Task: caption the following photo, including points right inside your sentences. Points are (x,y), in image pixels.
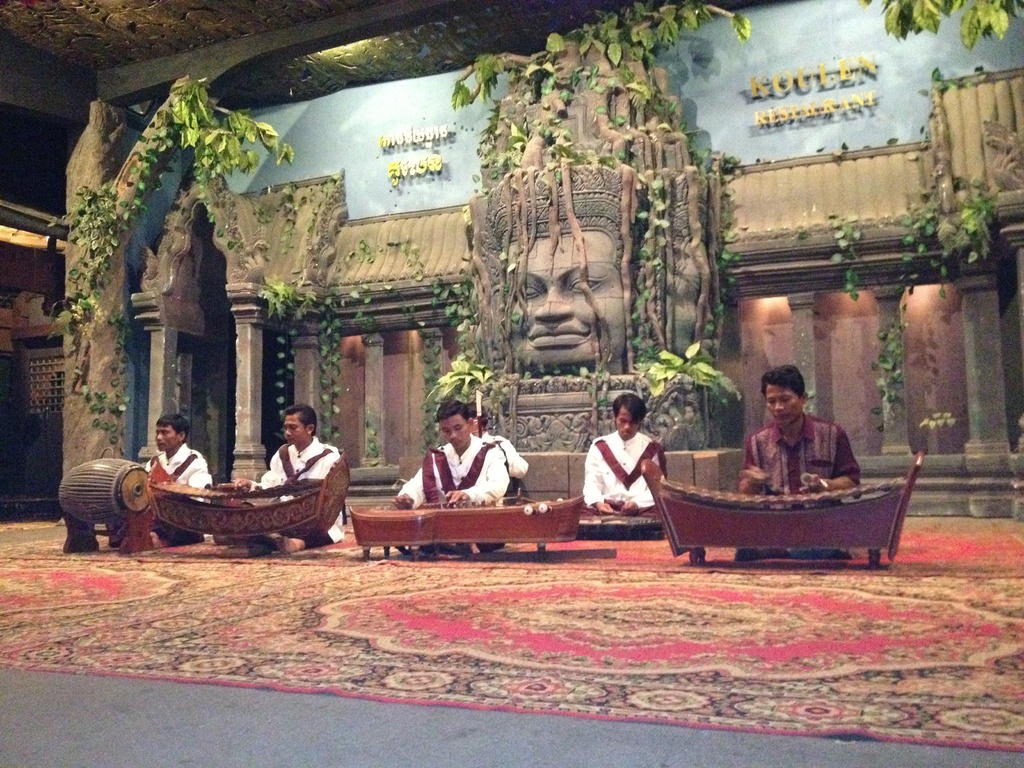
In this image at front (790,486) there are six people (772,485) sitting in front of musical instruments (379,516). At the bottom (505,651) there is a mat (470,622). At the back side (679,338) there is a statue (575,213) and there are plants (326,331). Behind the statue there is a wall (348,130) and we can see lights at the top (334,57).
